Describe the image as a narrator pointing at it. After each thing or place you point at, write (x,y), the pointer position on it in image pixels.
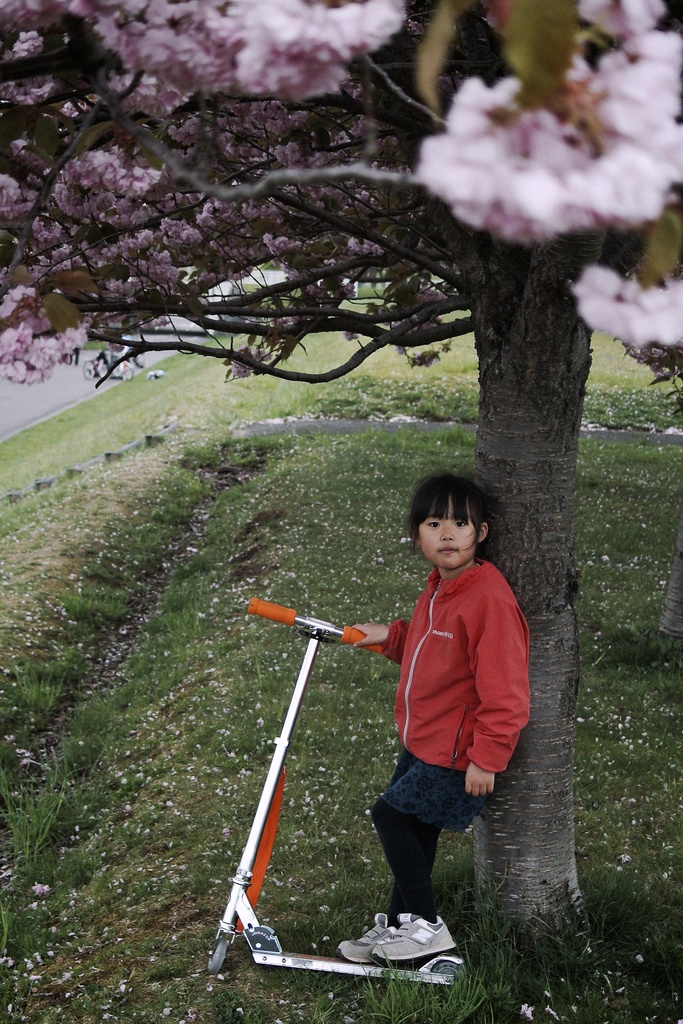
In this image there is a girl (433,804) standing on the ground (381,756). Behind her there is a tree (528,813). She is leaning on the tree (533,624). There is a skate scooter (256,922) in her hand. There is grass (161,508) on the ground (158,530). There are flowers (318,24) to the tree (340,128). To the left (17,397) there is a road (57,397).
